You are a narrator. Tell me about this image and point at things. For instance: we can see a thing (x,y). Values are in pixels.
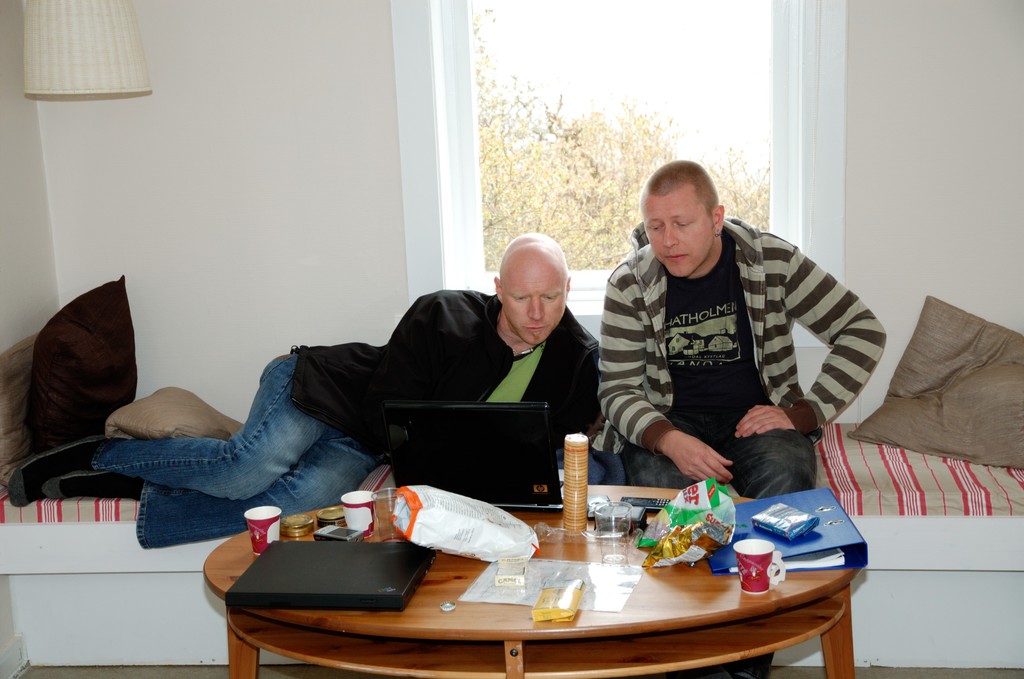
In this image there are two persons (586,338). on the right side (723,368) the person (765,409) is sitting on the sofa (877,485) and he is looking at the laptop (498,444) the left side (313,426) the person (385,389) with wearing a black colour jacket (399,373) and a jeans (248,441) which is blue in colour is doing work on the laptop (495,459) which is in front of him and there is a round table (644,593) in front of them on that table (440,556) there is a file (831,537), cup (753,561), two mugs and other stuffs (423,556). On the right side (913,360) there is a cushion (990,386) and on the left side (83,378) there are three cushions (104,378) and a lamp (75,59) hanging. In the background (450,147) there is a window (451,167) and outside of the window (589,175) some trees (596,172) are visible.
